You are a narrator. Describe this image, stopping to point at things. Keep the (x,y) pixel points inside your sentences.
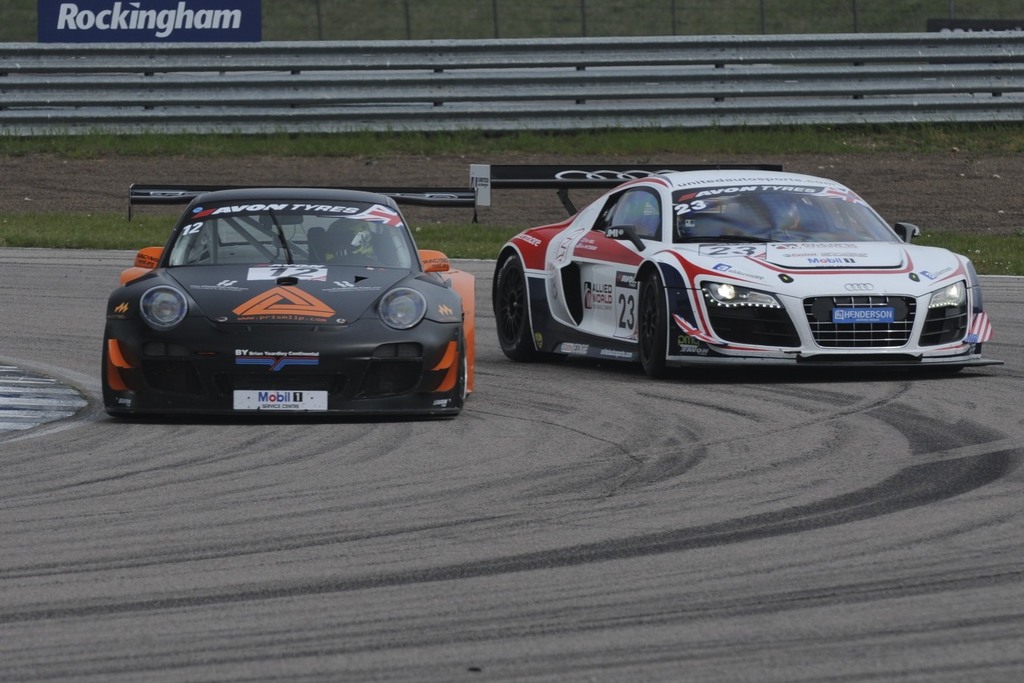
In this image I can see two vehicles (592,318) in different colors. Back I can see the fencing (637,110), blue board (233,19) and the grass (783,136).
